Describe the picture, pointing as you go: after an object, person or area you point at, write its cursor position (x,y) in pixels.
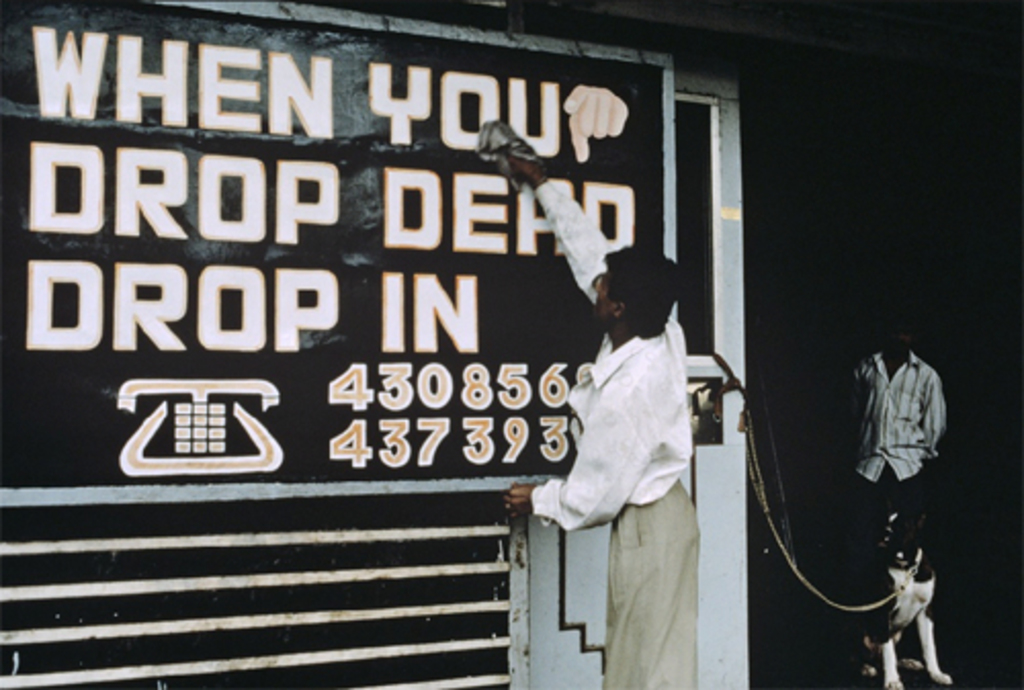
In this image in the center (625,395) there is one person (625,471) standing, and he is holding a cloth (510,136) and cleaning the board (167,143). On the left side (110,337) there is one board (356,144), and on the board (74,311) there is some text (514,442) and right side (898,371) there is one person (883,364) and dog (892,608).
